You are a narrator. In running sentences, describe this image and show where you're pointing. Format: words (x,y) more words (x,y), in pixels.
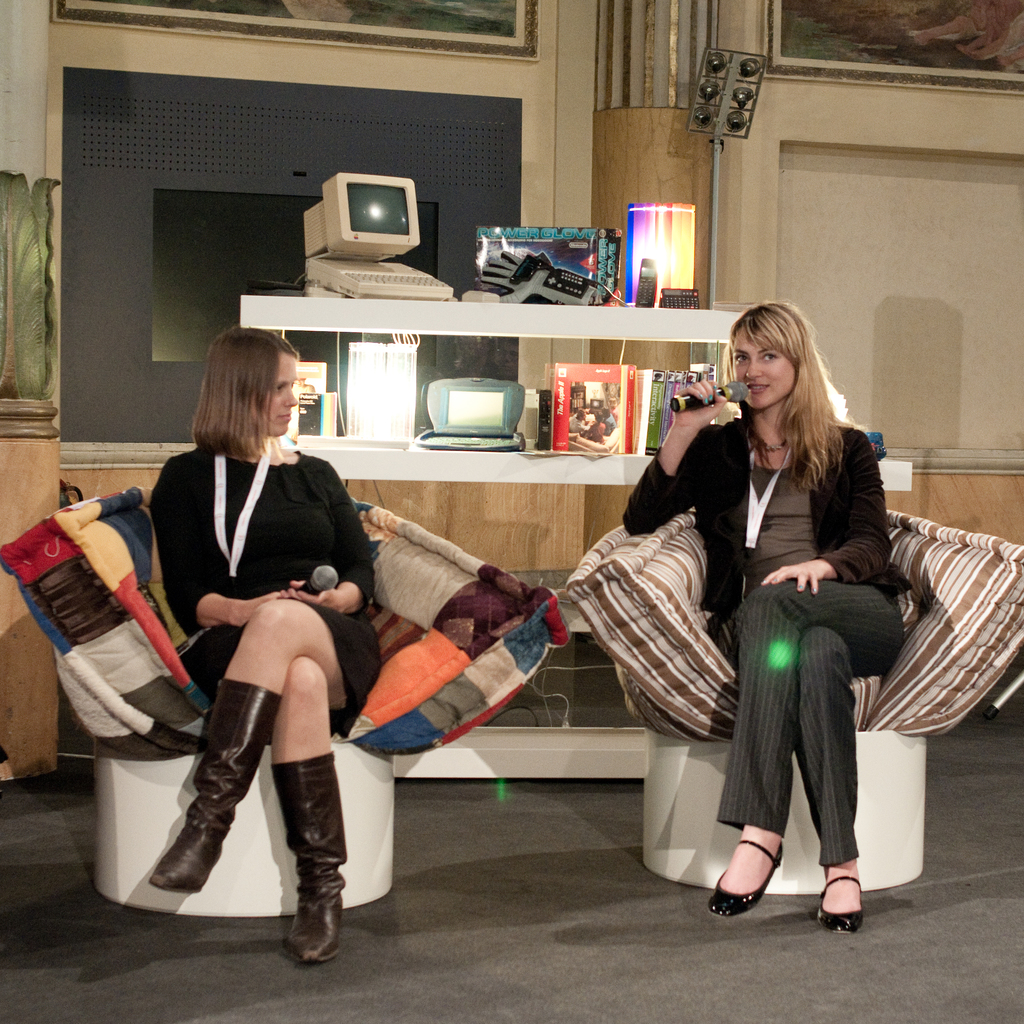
In this image there are two people (290,539) sitting on the couches (400,631) and holding a microphone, there is a computer (467,398) and a few other objects (450,381) in the shelves (370,313), there are some posters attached to the wall (376,80).
